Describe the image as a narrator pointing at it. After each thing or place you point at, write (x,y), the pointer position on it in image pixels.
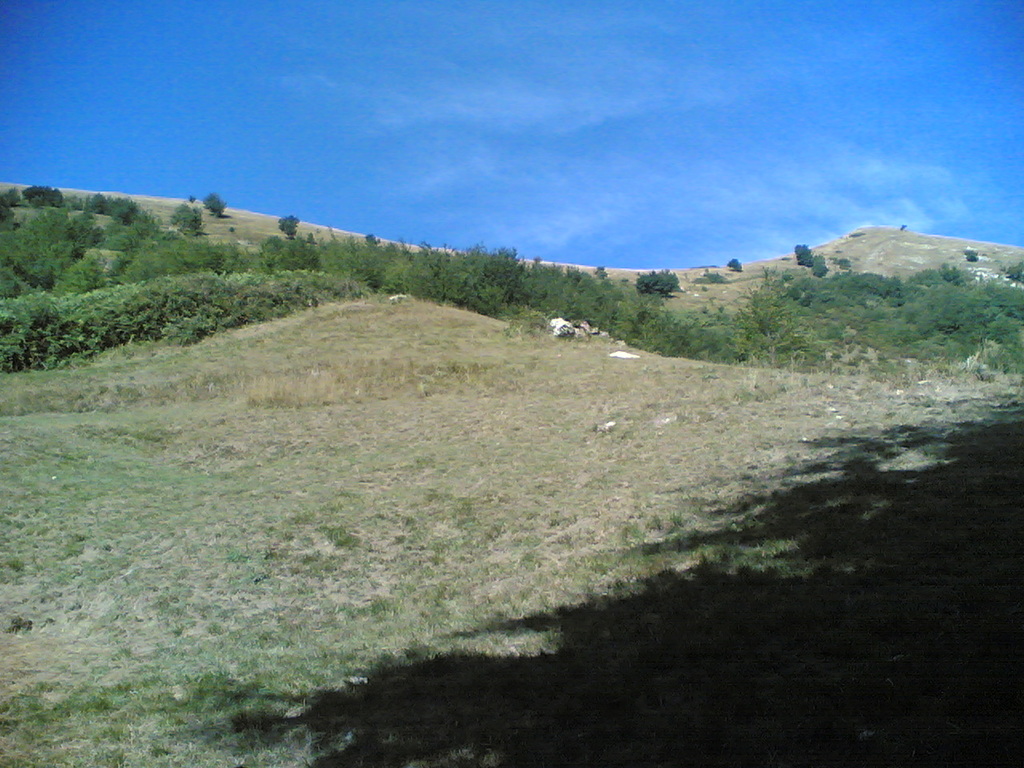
In this picture I can see there is grass (271,409) on the floor (503,428), there is a mountain (699,279) in the backdrop (236,273), it is covered with plants (918,298) and trees (2,260) and the sky (576,190) is clear. There is a shadow (807,647) of a tree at the right side (863,606) bottom of the image (811,668).
